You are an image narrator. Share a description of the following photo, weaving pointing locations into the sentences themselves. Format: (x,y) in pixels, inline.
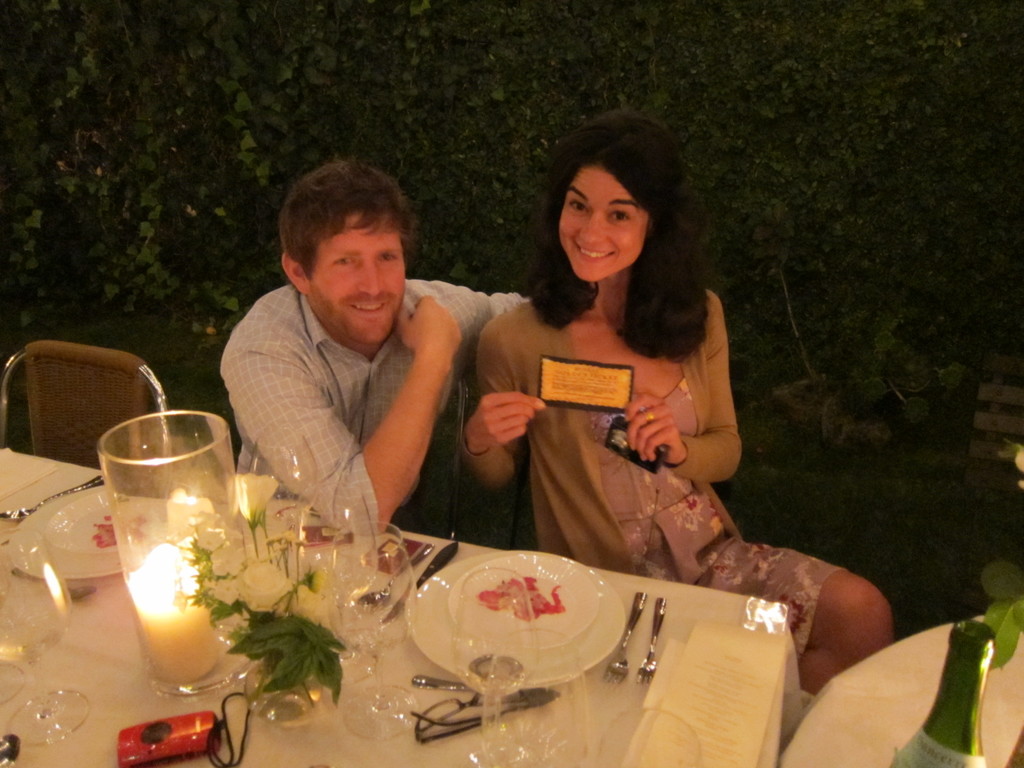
In this image I can see two persons (572,449) are sitting on the chairs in front of a table (403,683) on which I can see plates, glasses (392,690), flower vase (236,586) and forks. In the background (955,256) I can see trees (964,265). This image is taken may be outside the house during night.
